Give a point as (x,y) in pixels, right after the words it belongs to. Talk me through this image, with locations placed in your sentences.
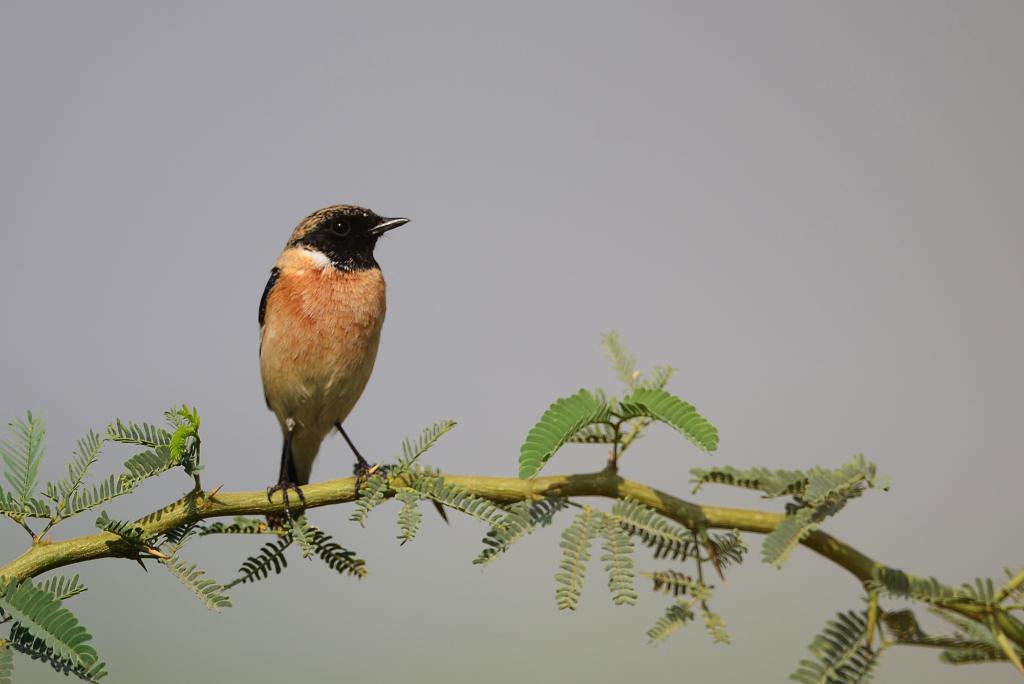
This picture is clicked outside. In the center (346,314) we can see a bird (356,483) standing on the branch (578,490) of a tree (168,515) and we can see the green leaves (578,441). In the background (725,281) we can see the sky (445,173).
